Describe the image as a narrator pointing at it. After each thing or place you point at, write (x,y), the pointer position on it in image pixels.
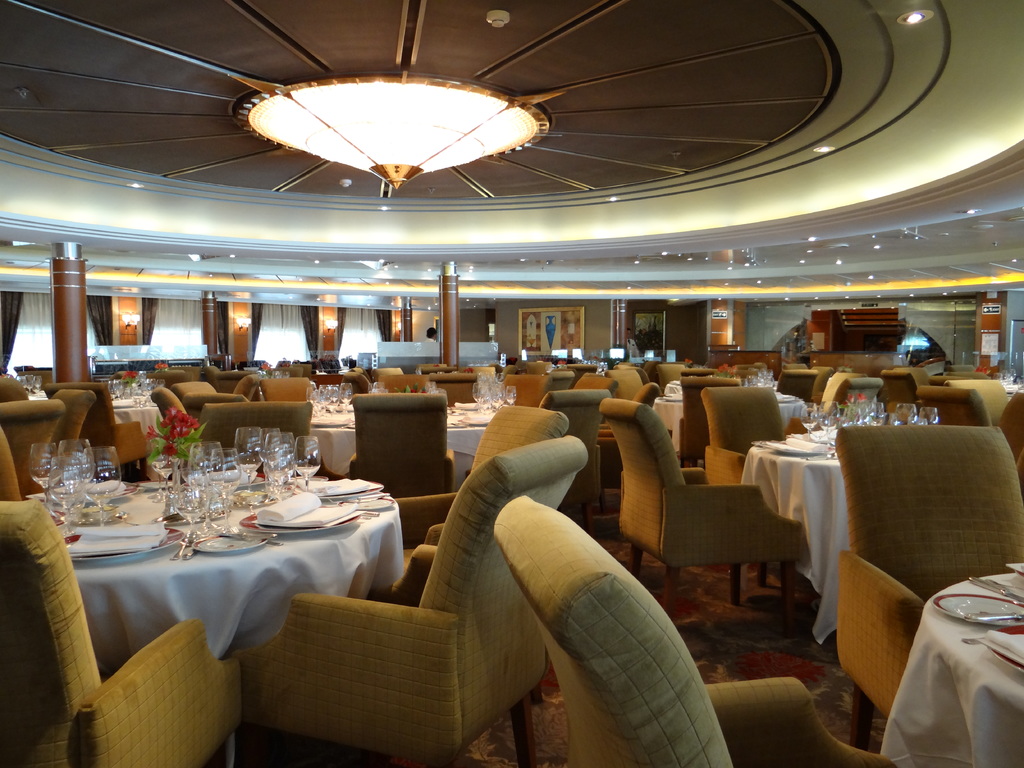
This image is taken in a restaurant (552,557). In this image there are so many tables (814,524) and chairs (410,458) are arranged on the floor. On the tables (124,504) there are so many glasses (165,501), plates (210,544), tissues (151,545) and a few other objects (175,493). In the background (534,347) there are a few frames (546,334) hanging on the wall (970,355), curtains (13,336) and pillars (82,312). At the top of the image (904,241) there is a ceiling (228,274) with lights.
